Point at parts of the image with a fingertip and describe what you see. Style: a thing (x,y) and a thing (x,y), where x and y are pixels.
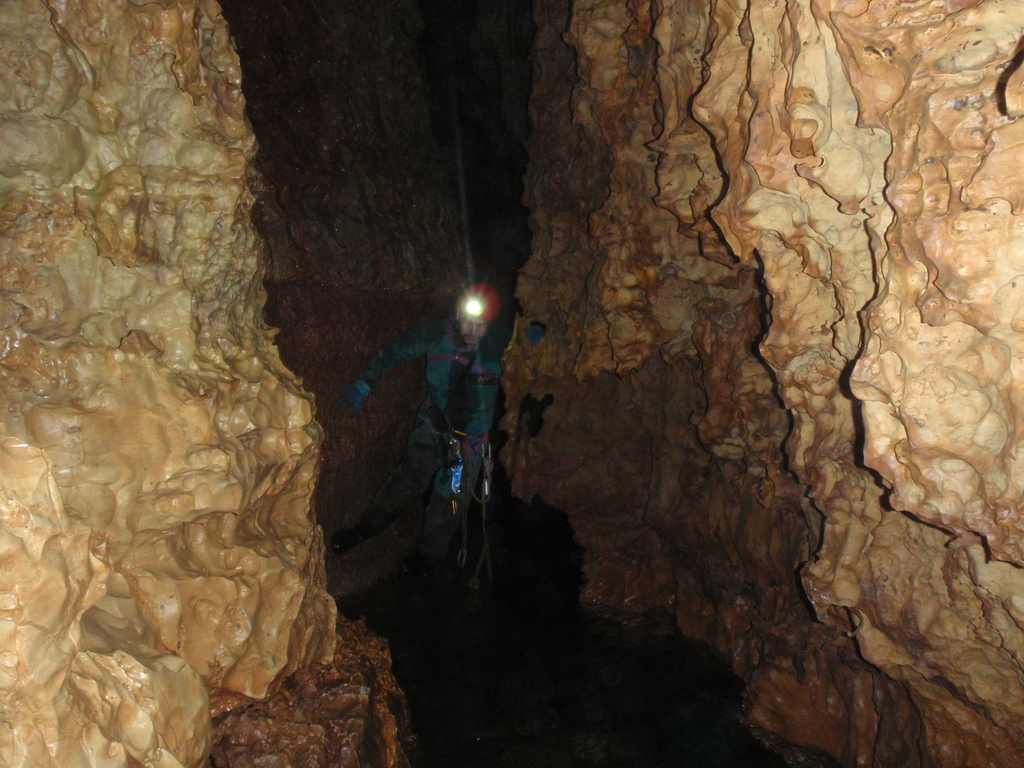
This image is inside a cave (608,297). Here we can see a person (444,372) wearing a helmet (485,294) on which we can see a light (479,305) is walking in between the caves (630,411).
